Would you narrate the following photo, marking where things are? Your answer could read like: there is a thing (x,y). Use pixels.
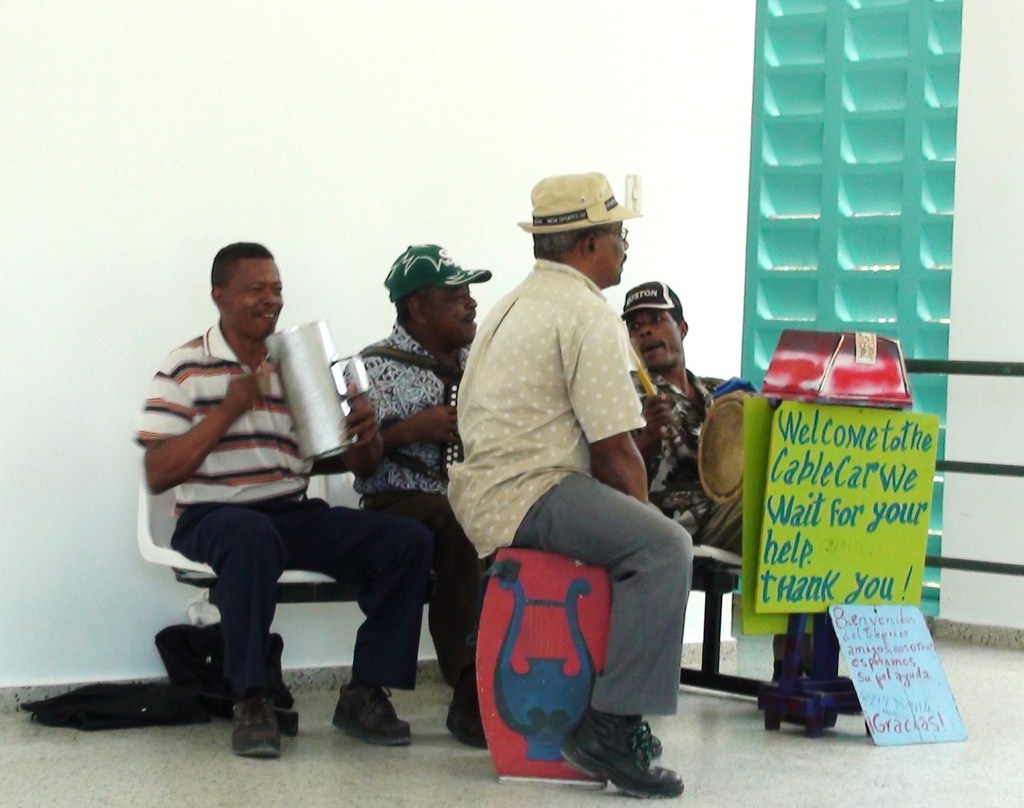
In this picture there are group of people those who are sitting in the center of the image (531,378) and there is a cable car poster (759,462) on the right side of the image (831,469).
